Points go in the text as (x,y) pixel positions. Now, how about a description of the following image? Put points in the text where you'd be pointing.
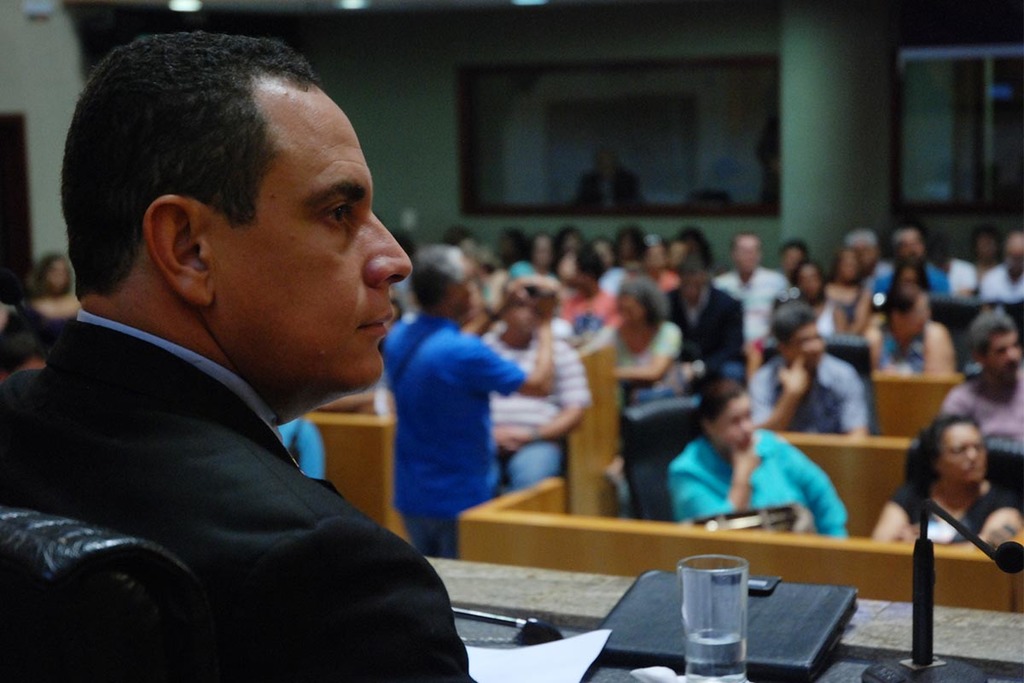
In the left (183,55) a man (5,452) is sitting in the chair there is a water glass (723,596) on this table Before him there are people (1008,325) sitting on the chair (833,345) and looking at the right side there are lights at the top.
